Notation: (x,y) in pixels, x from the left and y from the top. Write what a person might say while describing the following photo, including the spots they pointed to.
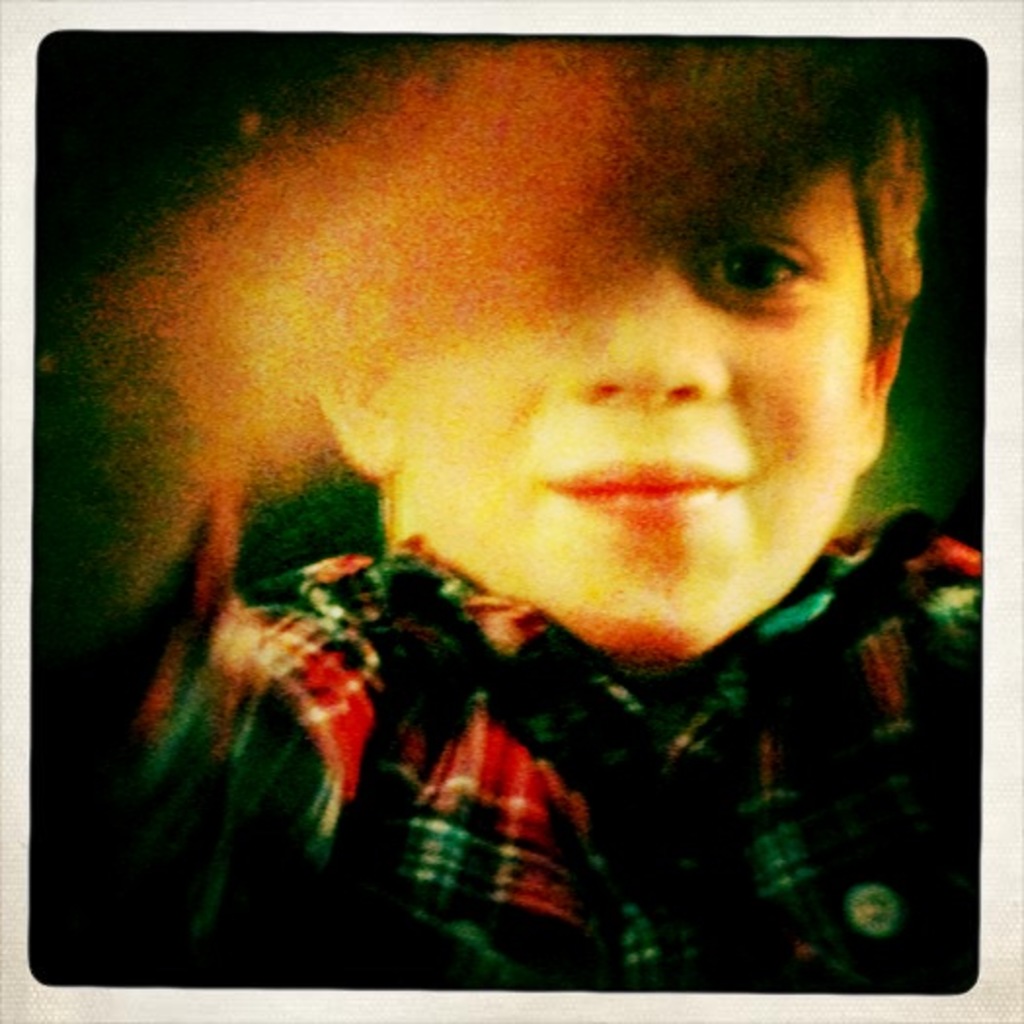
In this image there is a boy (815,216) and it is blurred.
